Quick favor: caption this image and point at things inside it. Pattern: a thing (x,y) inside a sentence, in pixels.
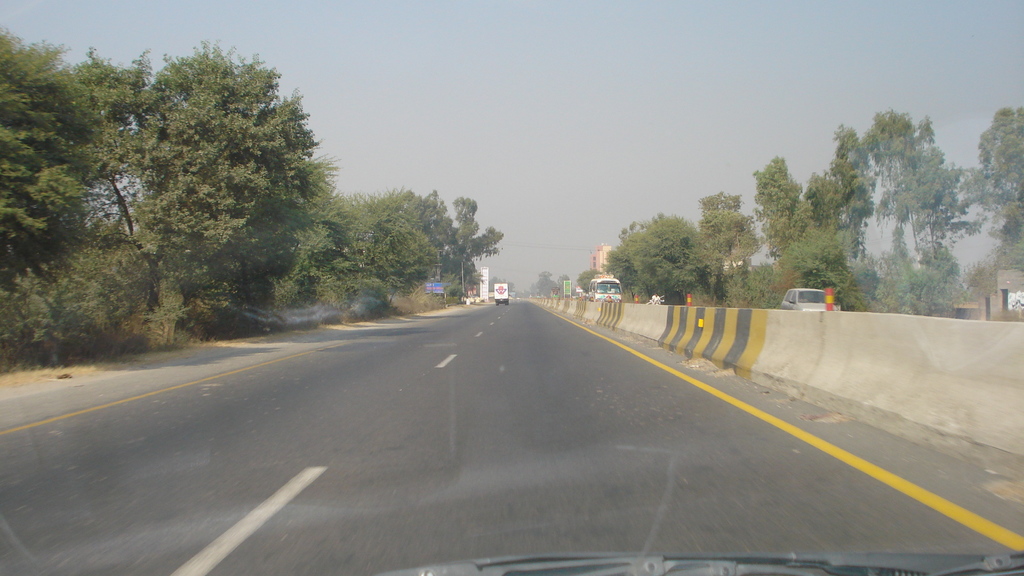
It's a road (494,427) in the middle of an image (512,377) on either side there are trees (57,189) and a bus (604,290) is coming opposite to us on the road (516,440) and it's a sky (488,106) at the top (370,85).
